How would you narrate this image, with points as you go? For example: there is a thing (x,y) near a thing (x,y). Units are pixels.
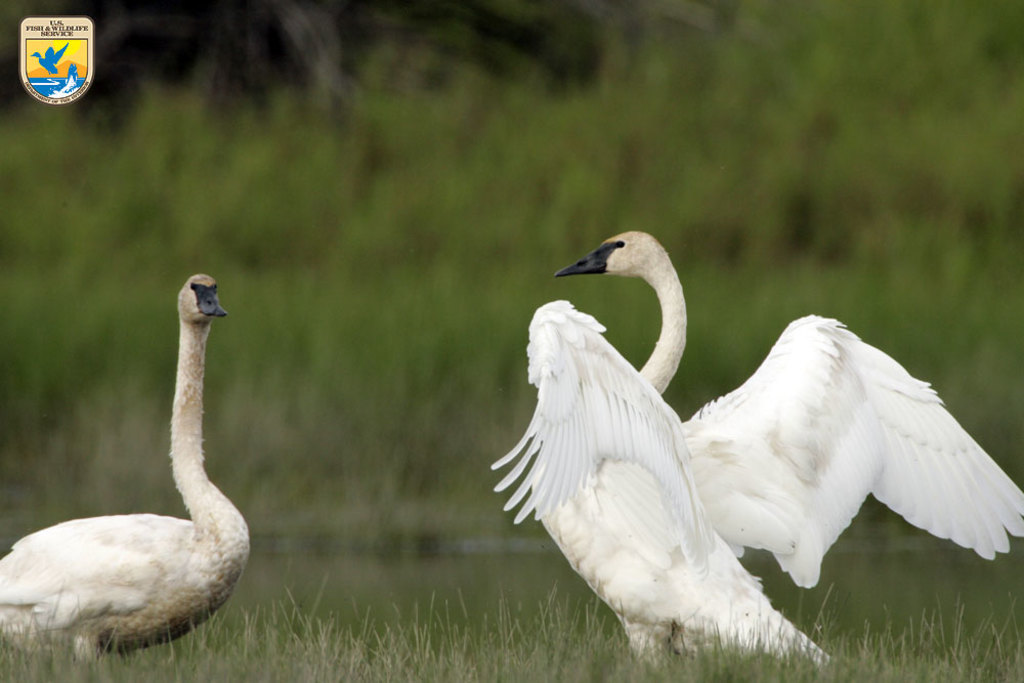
In the center of the image (606,411) we can see swans (625,528) on the grass (257,658).
